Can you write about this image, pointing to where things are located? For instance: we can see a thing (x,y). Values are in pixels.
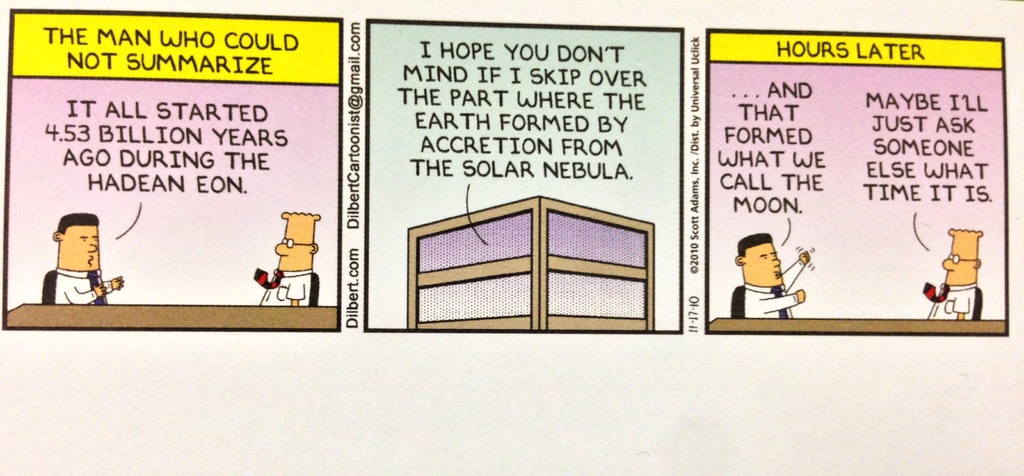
In this picture we can see the collage of three images. On the left (277,304) and on the right (796,294) we can see the two persons (294,282) wearing shirts (73,285) and ties (257,280) and seems to be sitting on the chairs (314,280) and we can see the text (771,146) on the image. In the center (517,217) there is a building (526,236).
